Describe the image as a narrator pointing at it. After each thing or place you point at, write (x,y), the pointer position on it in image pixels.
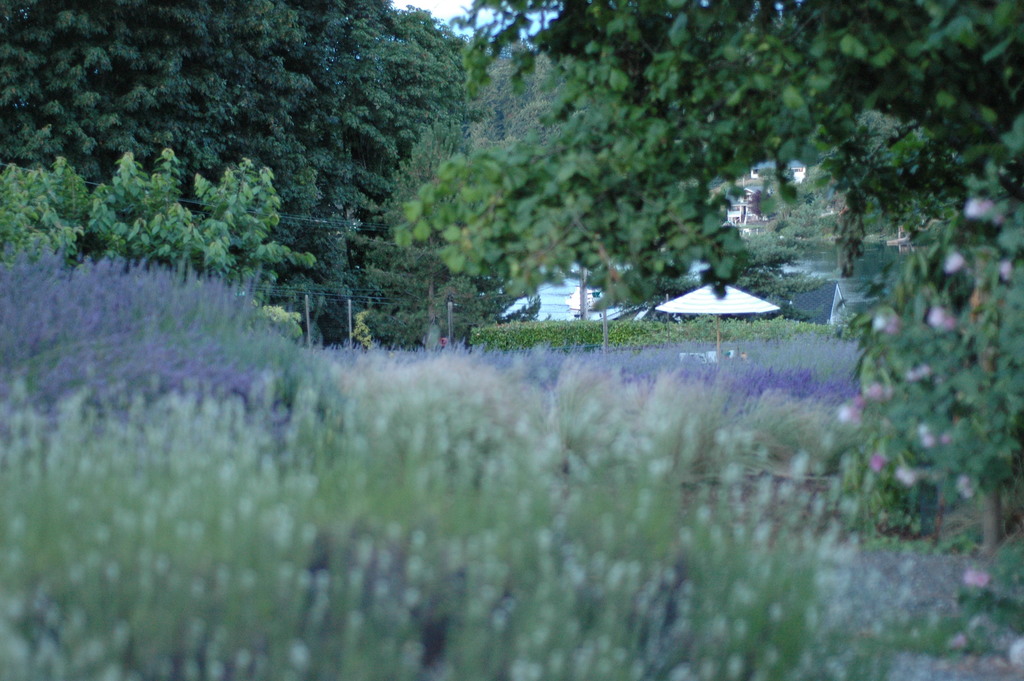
At the bottom (238,645) we can see plants (220,588) and in the background (244,161) there are trees (594,117), poles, wires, an umbrella (713,303), houses (824,309), water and sky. On the right side (1000,319) we can see a plant (956,463) with flowers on the ground (1005,674).
